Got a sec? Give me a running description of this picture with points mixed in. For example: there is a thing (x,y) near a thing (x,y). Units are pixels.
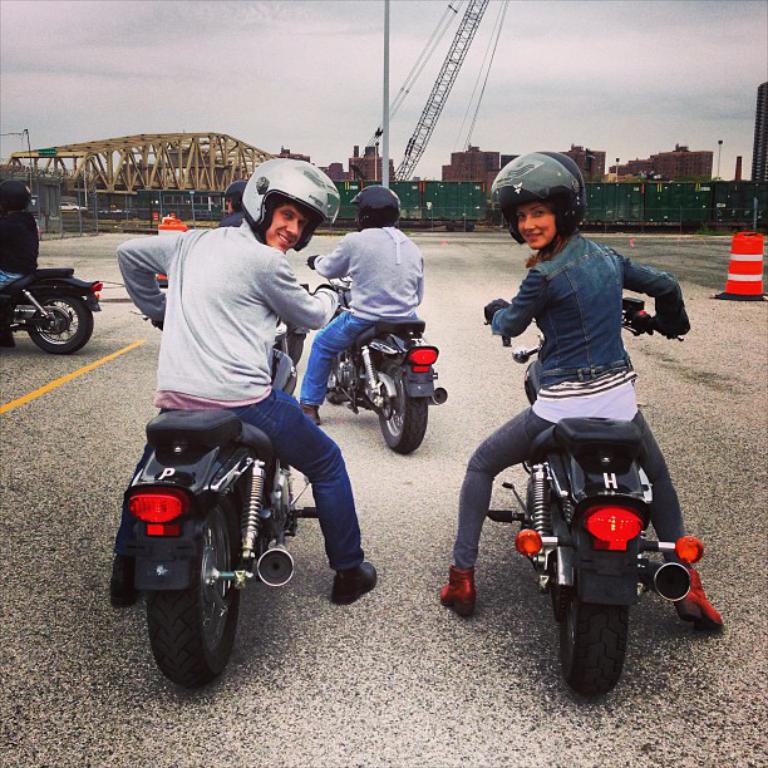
There are many people (15,226) sitting on bikes (389,328) wearing helmets (277,192). In the background (444,181) there is a goods train (437,186), crane (456,42), sky (439,65) and pillars (387,145).
